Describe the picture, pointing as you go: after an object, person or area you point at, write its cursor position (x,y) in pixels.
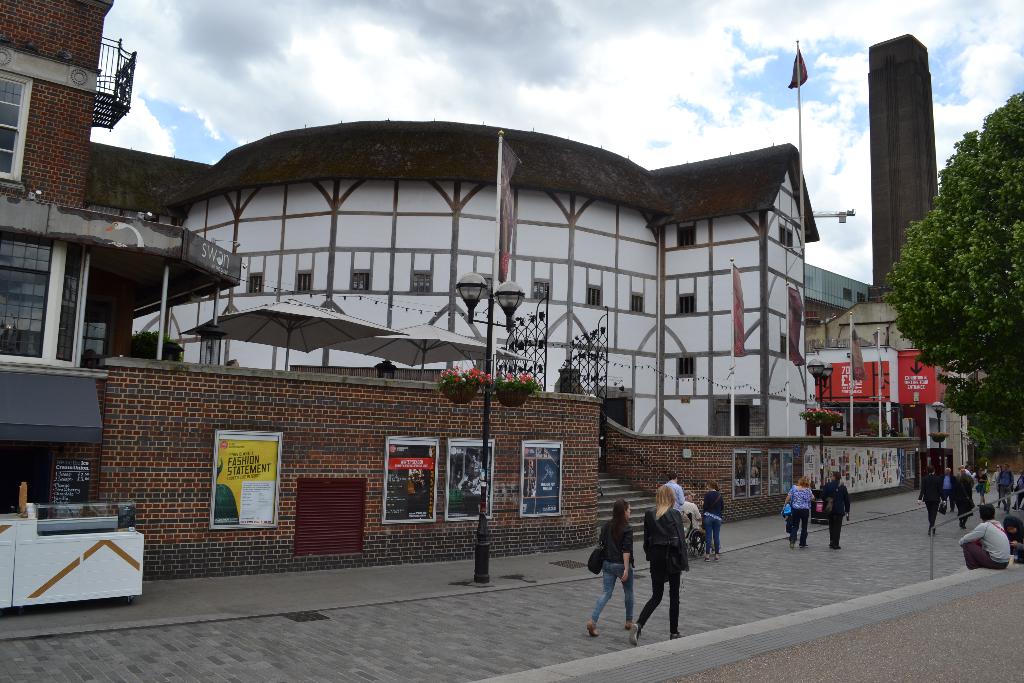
In this image, there are a few buildings (438,269). We can see the ground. We can see some boards (273,464) with text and image (557,465). We can see some poles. We can see some flower pots (473,385). We can see some umbrellas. We can see a tree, a flag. There are a few people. We can see the sky (497,110) with cloud (554,41).
